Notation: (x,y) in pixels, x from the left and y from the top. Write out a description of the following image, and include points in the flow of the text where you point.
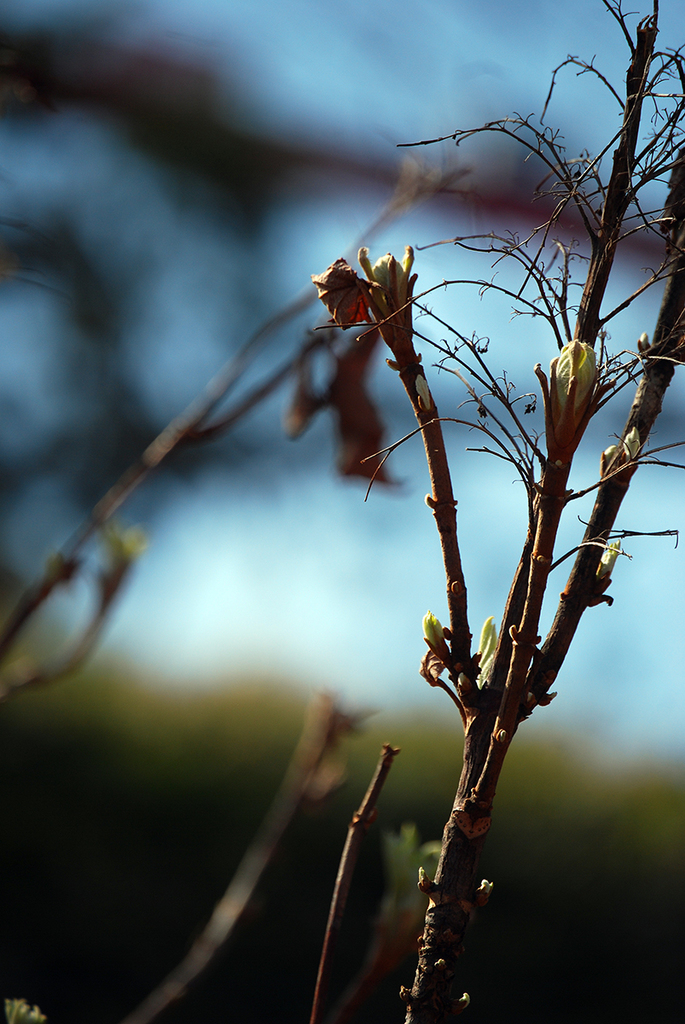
In this picture we can see few plants (318,746) and blurry background (281,455).
